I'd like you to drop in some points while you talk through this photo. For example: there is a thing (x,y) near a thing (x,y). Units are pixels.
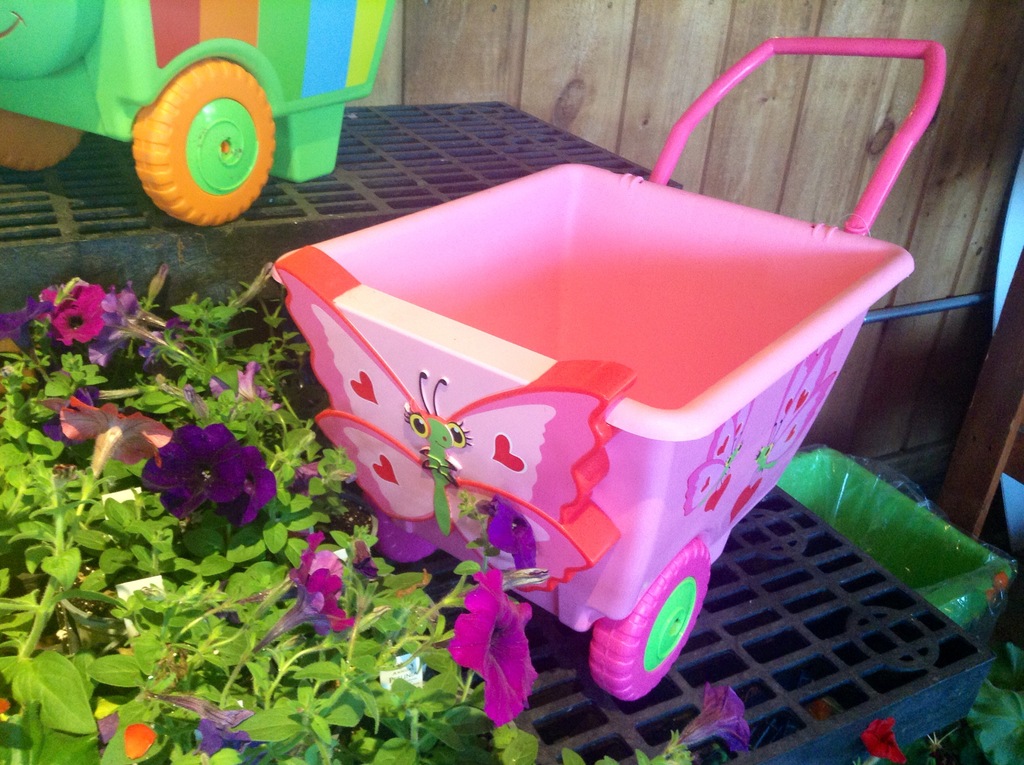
In this image there are toys (363,465), flowers (220,464) and plants (271,621) on the table (886,667), beside the table (896,681) there are few objects (925,519). In the background (849,357) there is a wooden wall (982,73).
